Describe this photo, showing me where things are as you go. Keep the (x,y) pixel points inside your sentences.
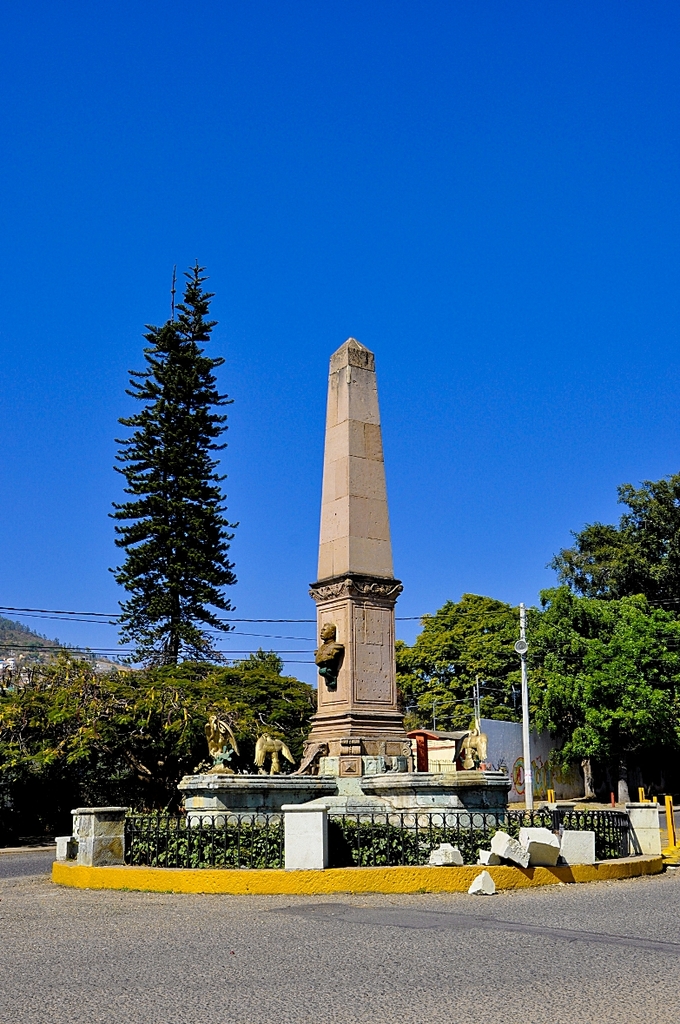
In this picture I can see a pillar (371,671), there are sculptures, plants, iron grilles (561,819), rocks (492,855), there is road (424,986), there are trees (610,646), cables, and in the background (618,97) there is sky (320,215).
